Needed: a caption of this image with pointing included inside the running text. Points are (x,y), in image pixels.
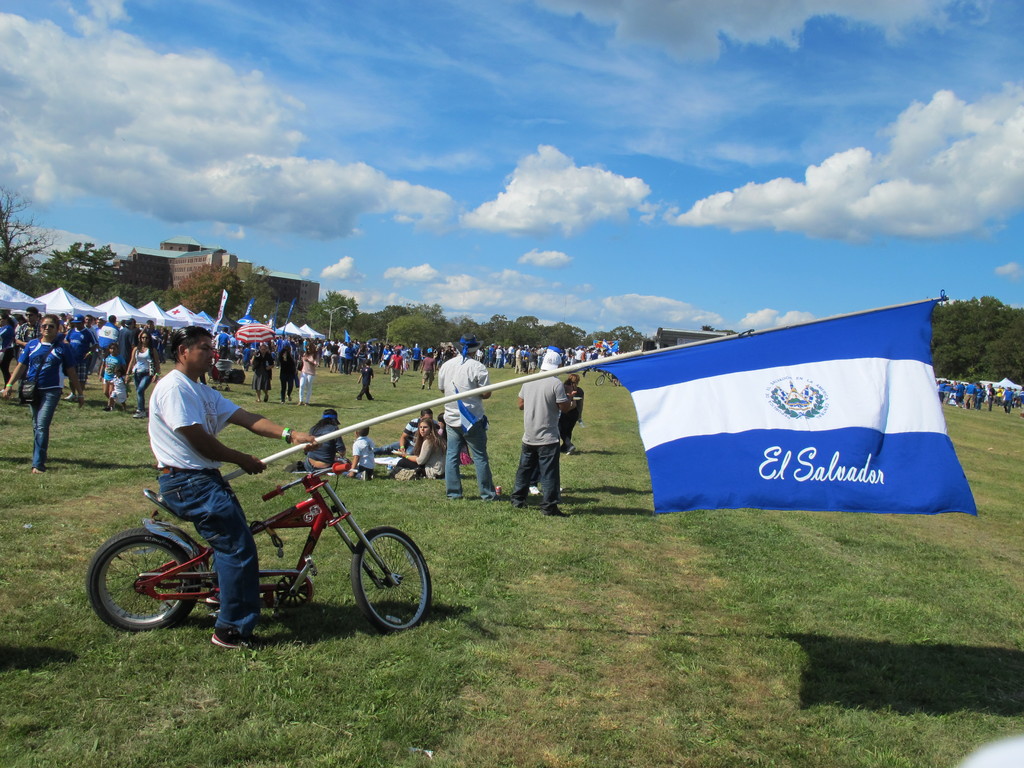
In this image we can see some tents (24,301), some trees (63,261), green grass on the ground (45,502) and some people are standing. There are some buildings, some people (12,388) are sitting, walking on the ground (11,452) and some objects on the surface (400,395). One person (200,454) sitting on a bicycle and holding a flag (778,375). Some people (547,479) are holding some objects (23,380) and at the top (926,227) there is the sky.
